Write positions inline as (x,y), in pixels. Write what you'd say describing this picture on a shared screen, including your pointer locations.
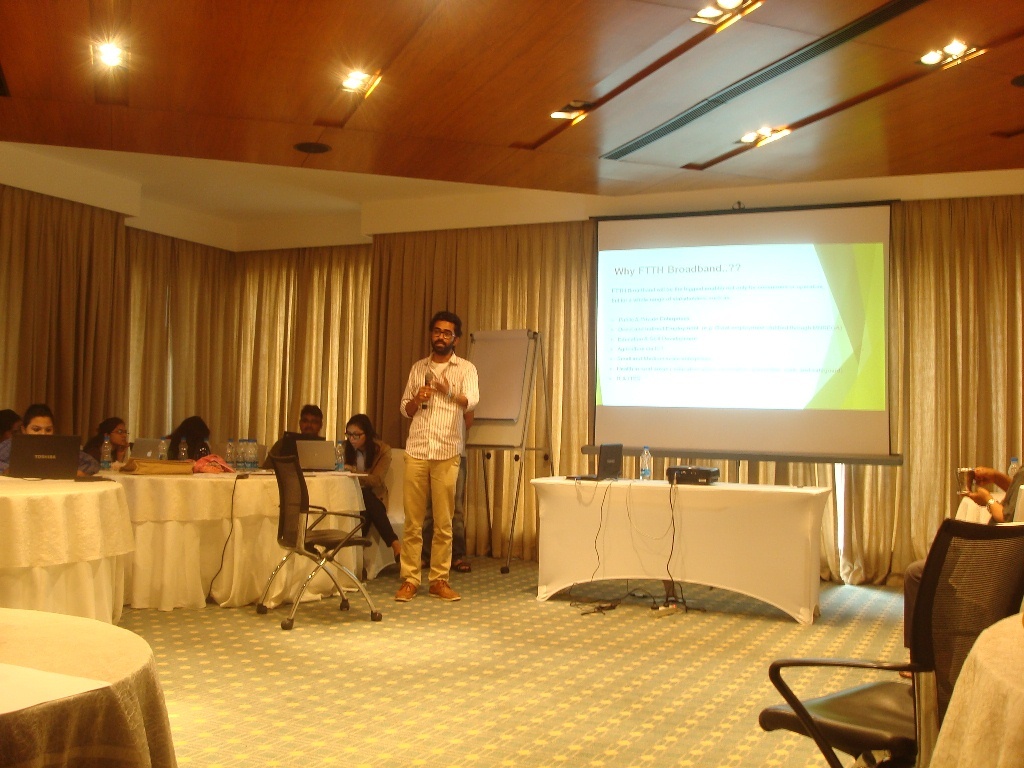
Here we can see a group of members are sitting on the chair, and in front here is the table (225,505) and laptops (304,445) and some objects (251,451) on it, and here is the person (434,381) standing on the floor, and here is the projector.
